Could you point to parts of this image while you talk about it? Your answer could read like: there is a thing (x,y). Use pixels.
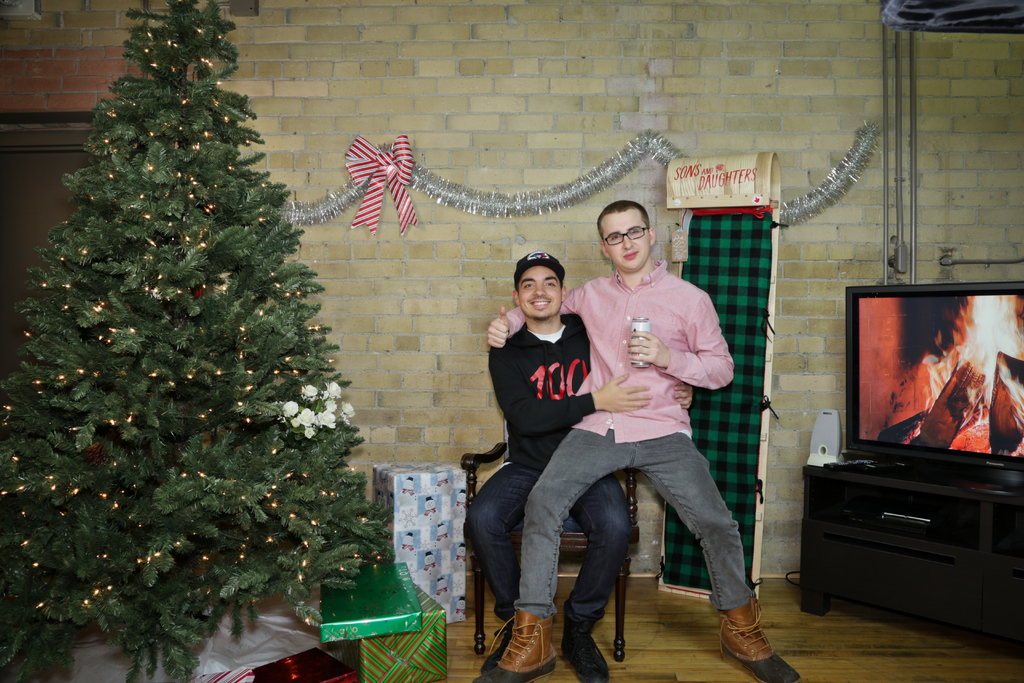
In this image we can see two persons (665,488), one of them is holding a soda can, there is a Christmas tree (149,446), gifts (445,566), there is a TV (887,428) on the table (870,547), there are decorative items (584,187), also we can see the wall (779,91), and a door (27,222).
